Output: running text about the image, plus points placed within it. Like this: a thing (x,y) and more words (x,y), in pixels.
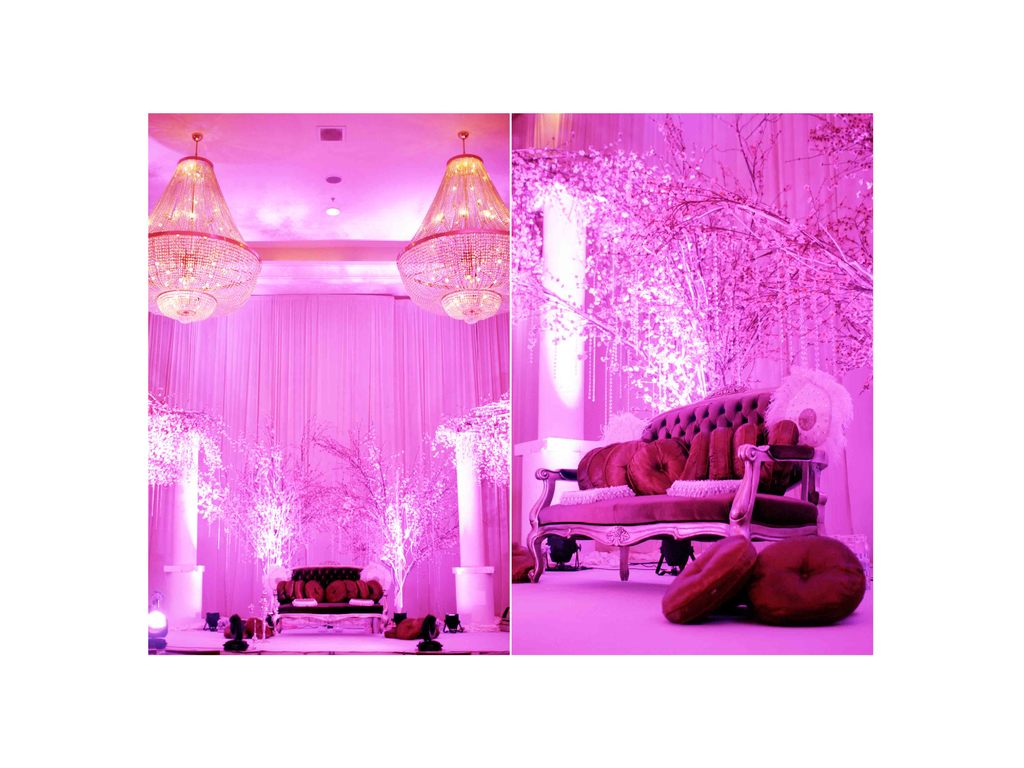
In this image I can see two pictures. In these pictures I can see pillows (715,570), couches (317,575), plants (682,317), chandeliers (151,233), ceiling light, curtains (718,174), focusing lights (158,627) and objects (177,501).
